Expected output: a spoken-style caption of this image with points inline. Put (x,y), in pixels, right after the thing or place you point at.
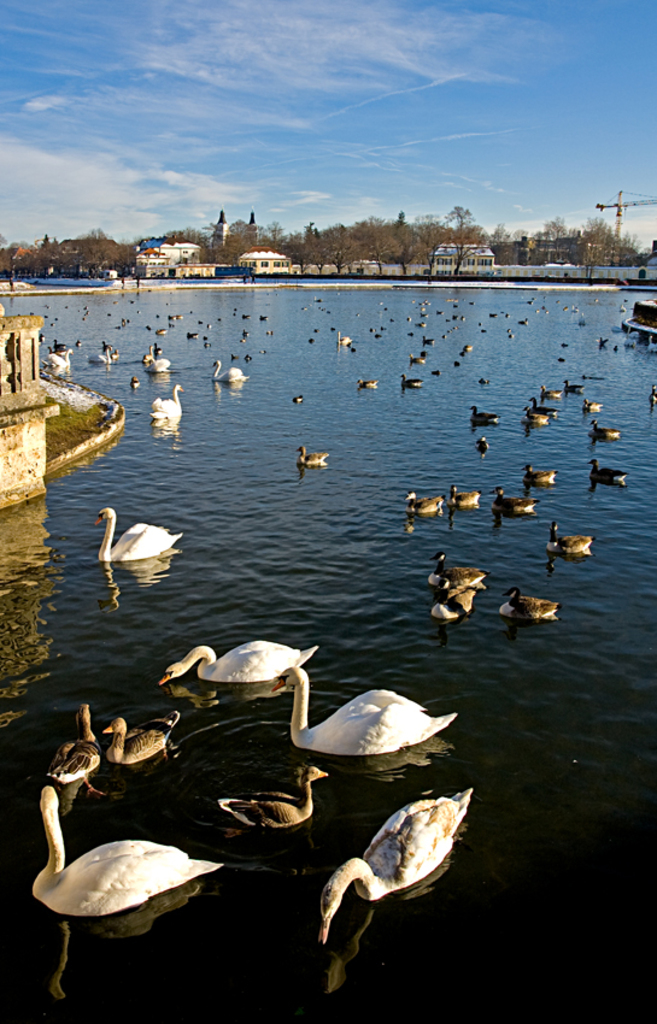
In this image I can see flocks of swans (103,897) and birds (471,586) in the water (606,557). In the background (115,259) I can see houses (182,273), fence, trees (283,236) and the sky (251,42). This image is taken during a sunny day.
